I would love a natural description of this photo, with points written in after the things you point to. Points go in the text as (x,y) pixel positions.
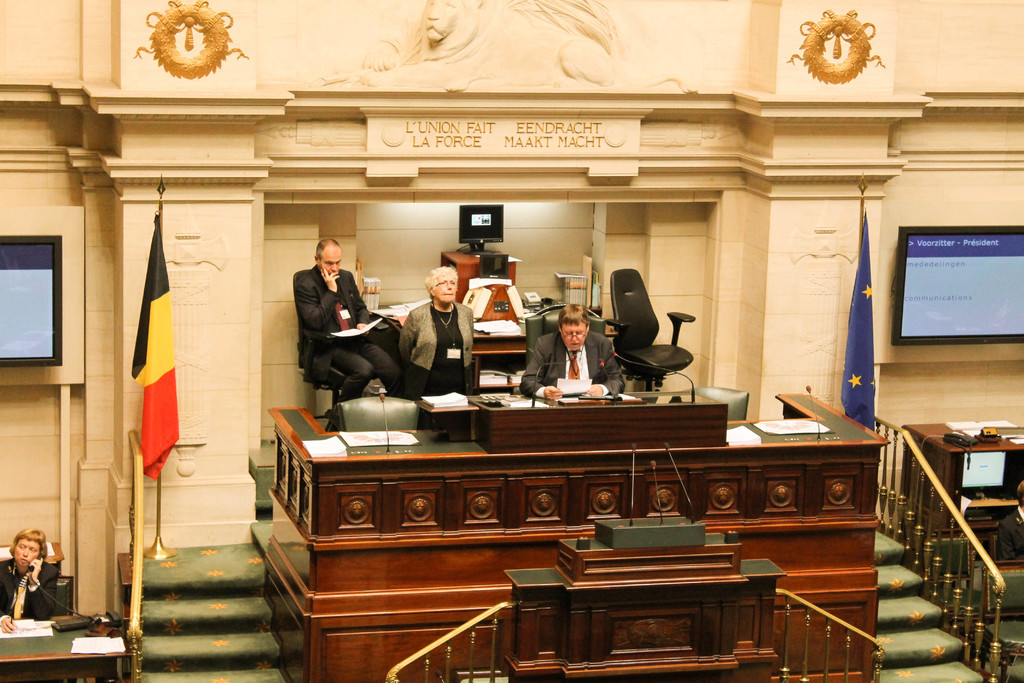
In this image we can see some people (560,376) sitting on the chairs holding the papers (557,395) beside a table (561,436) containing some papers (401,443) and mics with stand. On the left side (31,575) we can see the flag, a television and a person (9,588) holding a telephone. On the right side (980,516) we can see a table (920,438) containing a laptop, telephone (965,436) and some papers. We can also see the flag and a television (925,319). On the backside (234,269) we can see a wall (471,104) with some emblems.
